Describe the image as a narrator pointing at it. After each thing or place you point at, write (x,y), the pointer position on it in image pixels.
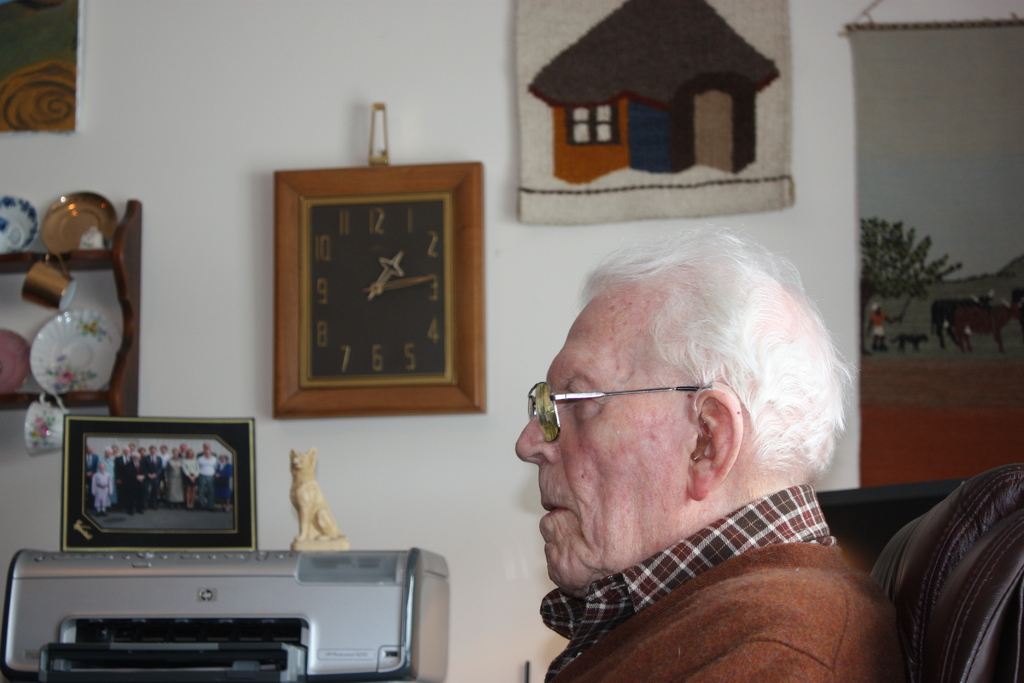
In this picture there is a man (591,536) sitting on the chair (1004,588). At the back (305,452) there is a frame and there might be sculpture (321,538) on the object (349,574). There is a clock (453,369) and there are fabric materials (561,165) and there is a frame (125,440) and wooden object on the wall (274,445), there are plates (72,385) and cups (57,418) on the wooden object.
